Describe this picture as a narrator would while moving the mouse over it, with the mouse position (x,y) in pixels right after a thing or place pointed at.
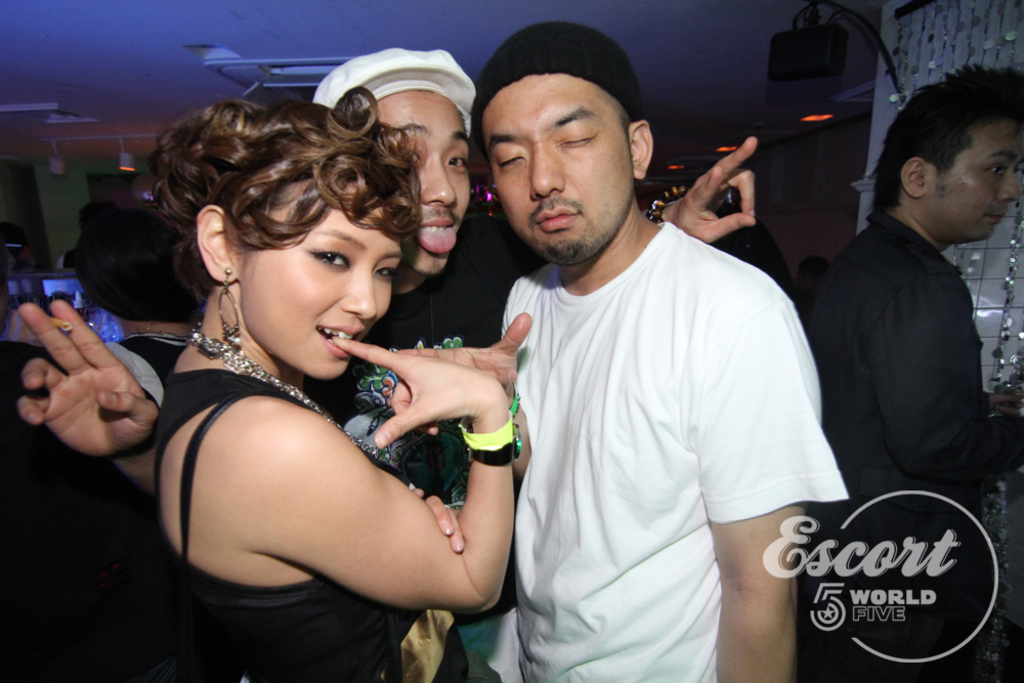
This image is taken indoors. In the middle of the image (358,256) there are many people (138,365) standing on the floor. At the top of the image (122,58) there is a ceiling (640,58). In the background (852,204) there is a wall (36,178).
